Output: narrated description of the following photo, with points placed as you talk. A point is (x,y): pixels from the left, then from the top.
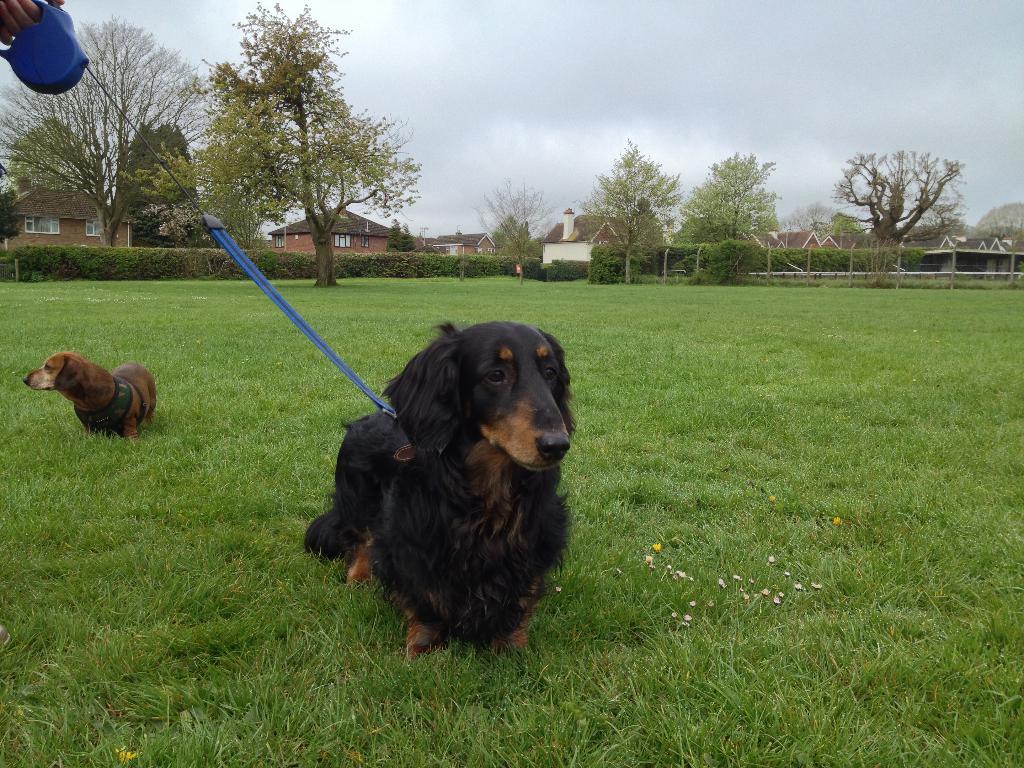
This picture shows couple of dog (348,449) and a human (27,16) holding a dog (412,443) with a string (56,62) and we see grass (677,321) on the ground (713,381) and few houses (354,227) and trees (289,49) and a cloudy sky (721,92). A dog (384,555) is black and brown in color and another dog (129,395) is brown in color.
